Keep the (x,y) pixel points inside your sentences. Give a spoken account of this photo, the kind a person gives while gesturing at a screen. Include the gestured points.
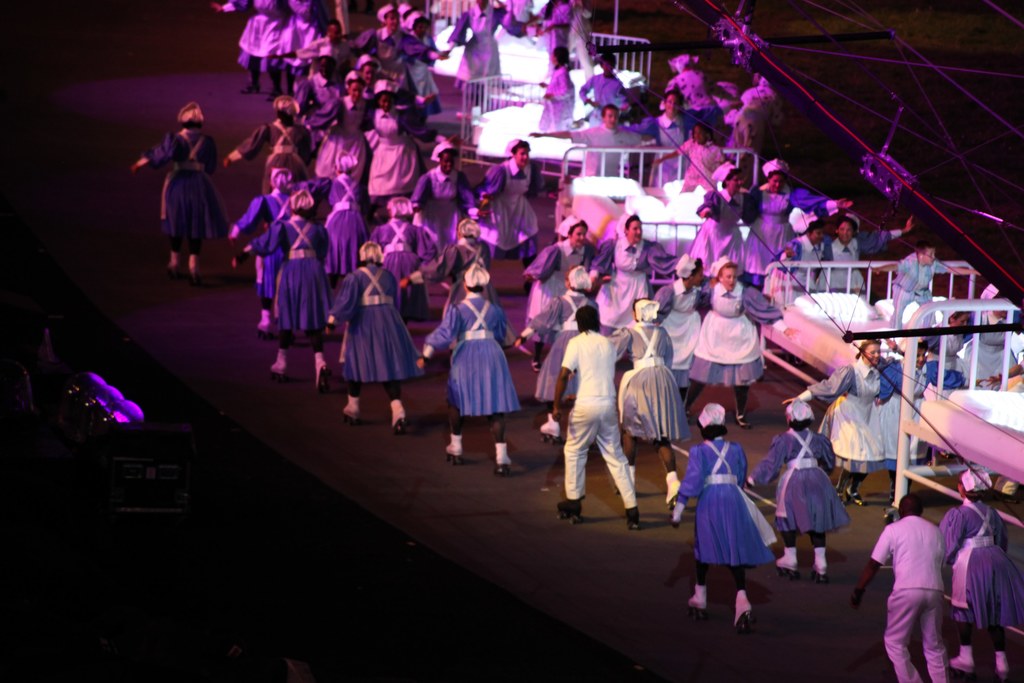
In this image there are group of people (438,224) standing, group of people (610,139) sitting on the bed (599,148), there are pillows (584,189) and a carpet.
